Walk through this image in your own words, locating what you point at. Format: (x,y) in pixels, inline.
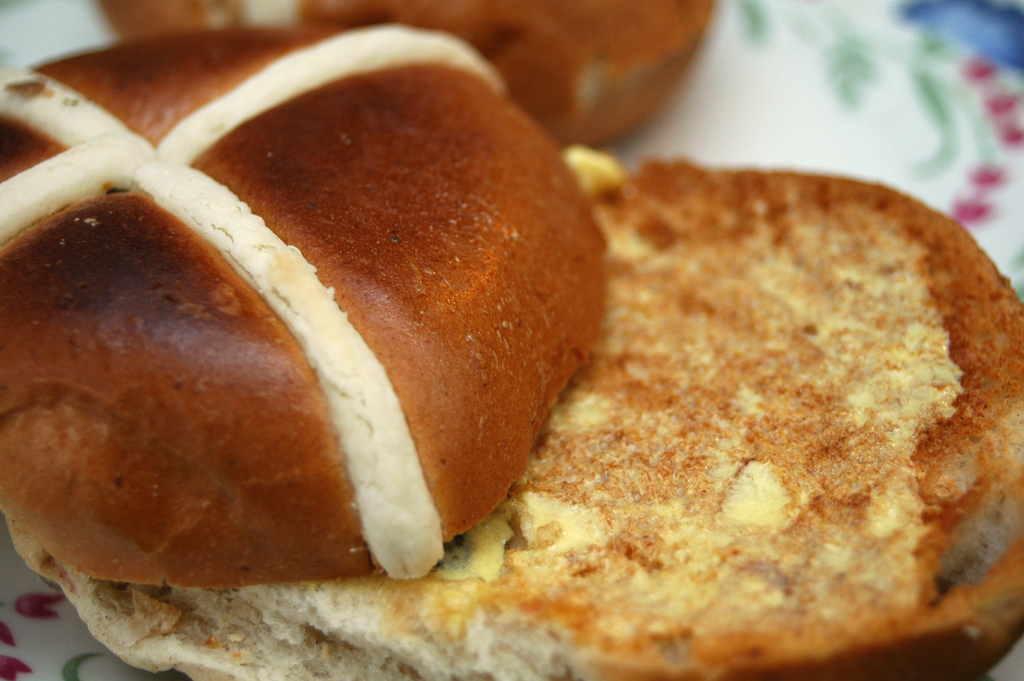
In this picture there is food (744,466) on the white floral plate (723,132).
